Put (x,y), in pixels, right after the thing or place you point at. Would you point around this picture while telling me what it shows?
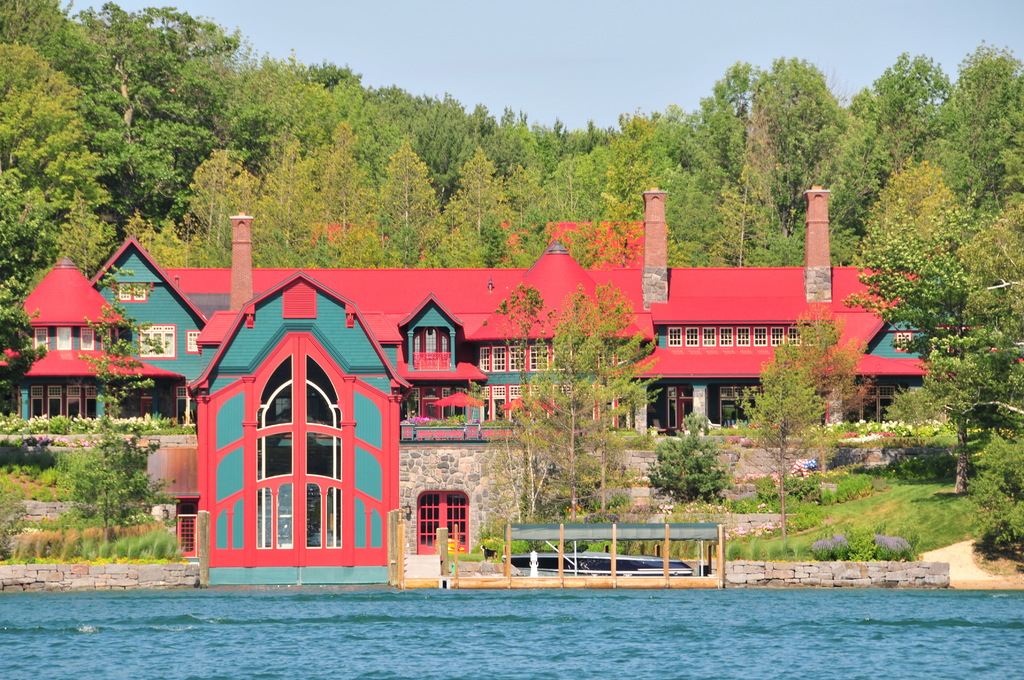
In this image I can see water (405,627), background (253,392) I can see a building (270,392) in green and pink color, trees (484,257) in green color and the sky (530,88) is in white color.
